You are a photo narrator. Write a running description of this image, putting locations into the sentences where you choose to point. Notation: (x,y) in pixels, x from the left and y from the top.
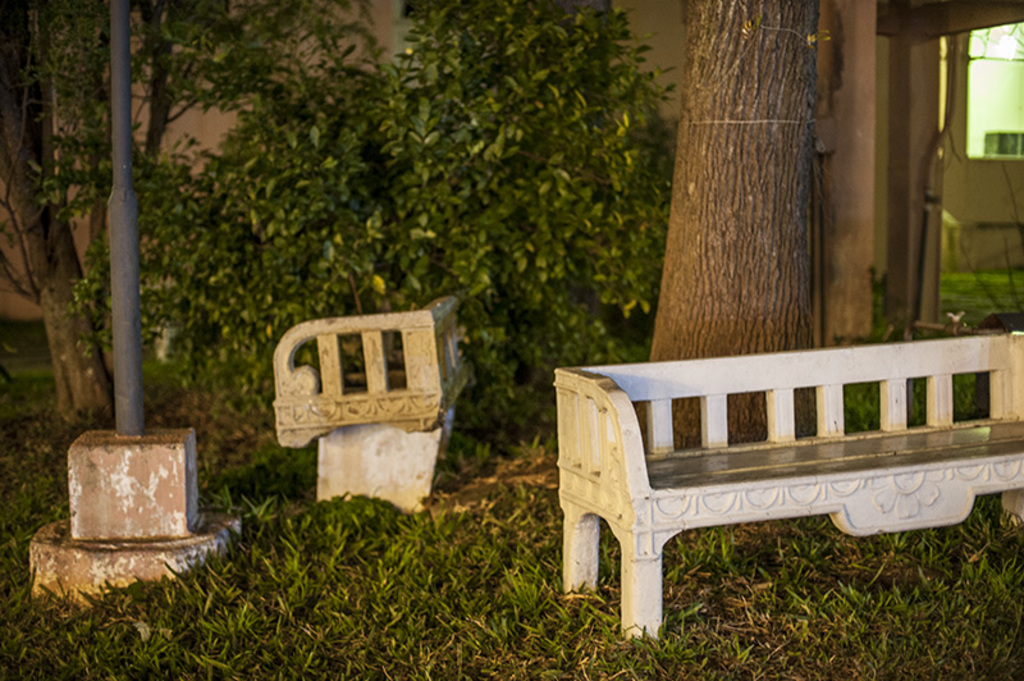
In this picture we can see benches (601,429), plants (521,367) and a pole (113,322) on the left side (59,204). We can see some grass (534,639) on the ground (675,540). There is a tree trunk (796,208) behind a bench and a few objects (887,222).
